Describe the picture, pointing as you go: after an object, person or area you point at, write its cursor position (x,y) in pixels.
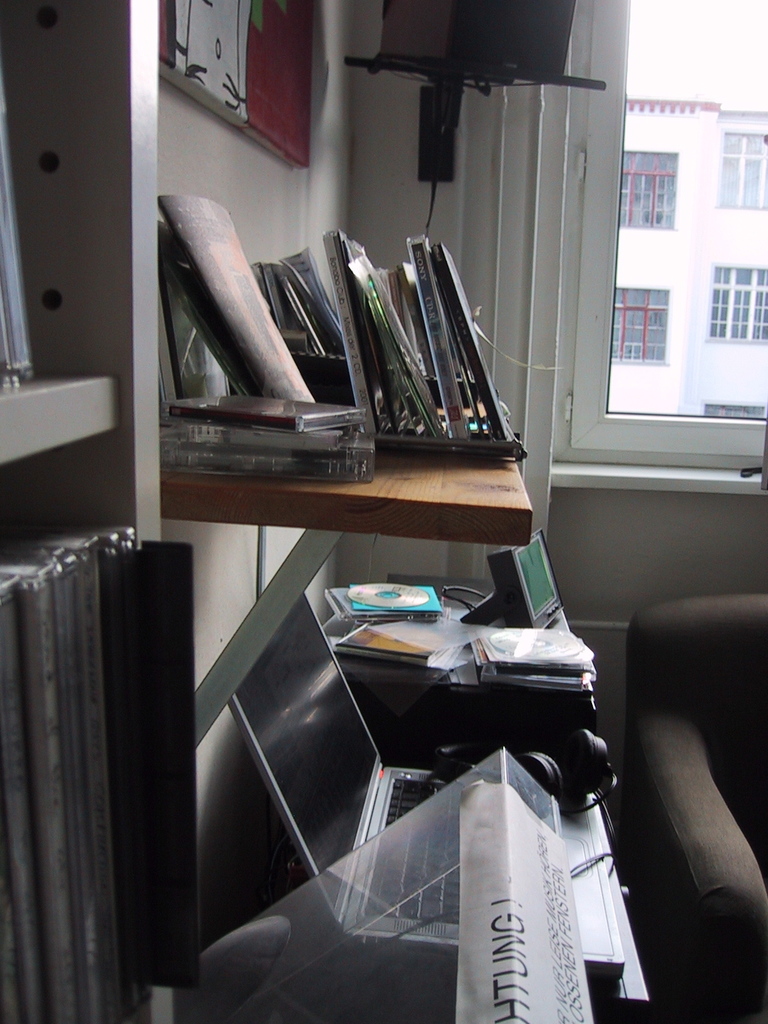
In the foreground of the image (589,812) we can see a laptop (332,789), headphones (536,775), group of disks (519,648) are placed on a table (617,1016). to the right side of the image (704,784) we can see a chair (704,804). On the left side of the image (88,878) we can see group of books (34,673) placed in a rack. In the center of the image (298,447) we can see group of disks (318,438) placed on shelf (413,478). In the background (418,46), we can see a speaker (449,29) on a stand (435,98), photo frame (190,69) on the wall (317,209), window (634,216) and the sky (687,52).
